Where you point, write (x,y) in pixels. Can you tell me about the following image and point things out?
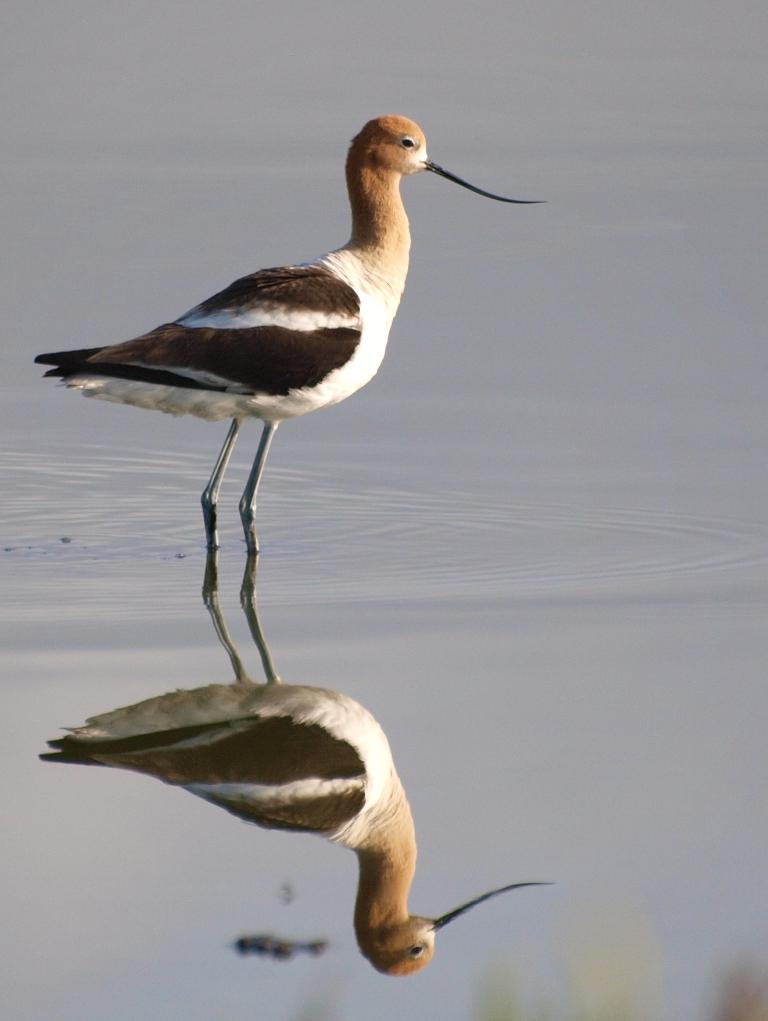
In this image I can see there is a bird (389,245) in the water (331,534).
